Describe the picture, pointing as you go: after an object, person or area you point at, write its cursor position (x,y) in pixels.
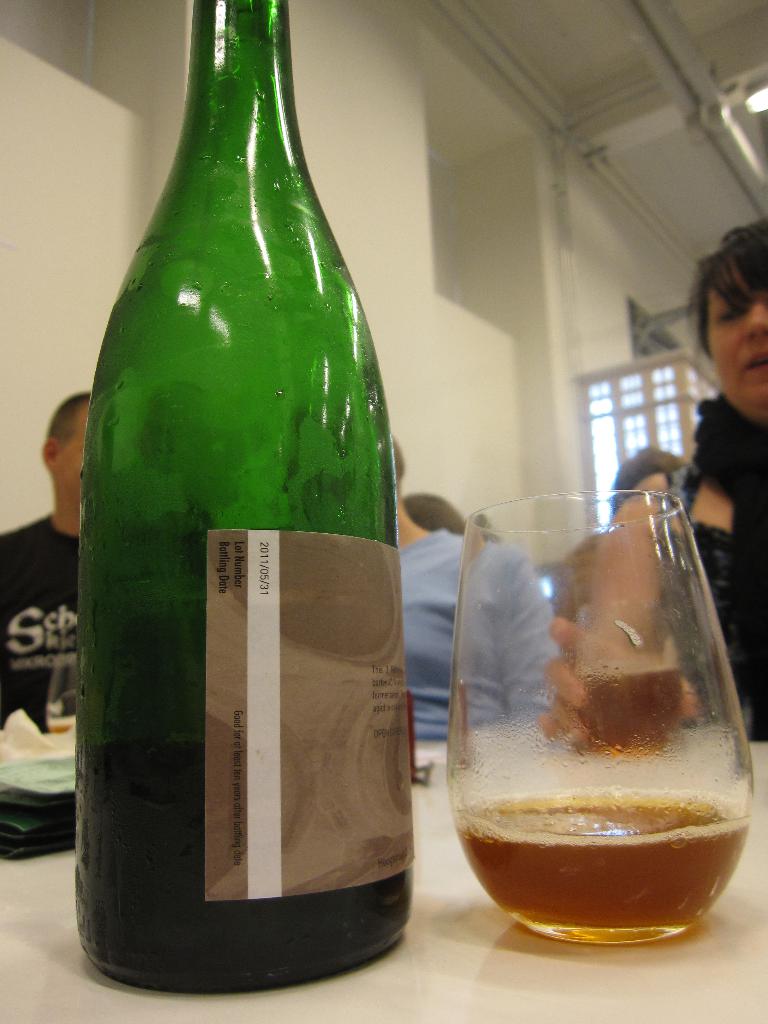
In this picture there a bottle (222,701) and a glass (517,780) beside it. There are also people (453,507) sitting on the table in the background (697,447).
